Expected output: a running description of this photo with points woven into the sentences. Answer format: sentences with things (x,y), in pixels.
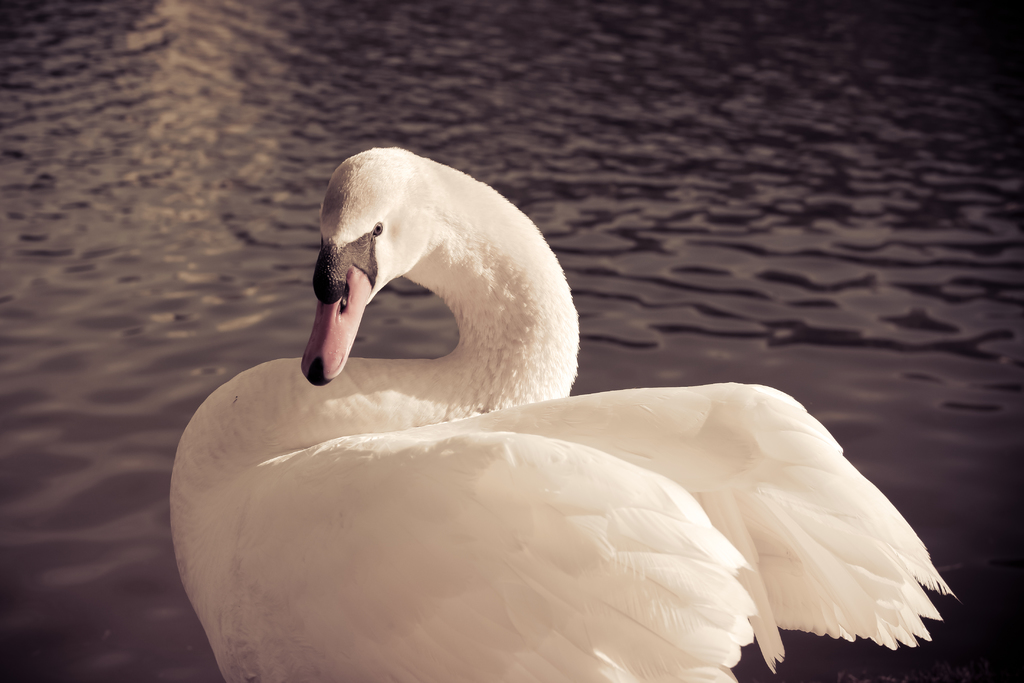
In this image we can see there is a swan (400,430). In the background (183,111) there is a river (679,299).
